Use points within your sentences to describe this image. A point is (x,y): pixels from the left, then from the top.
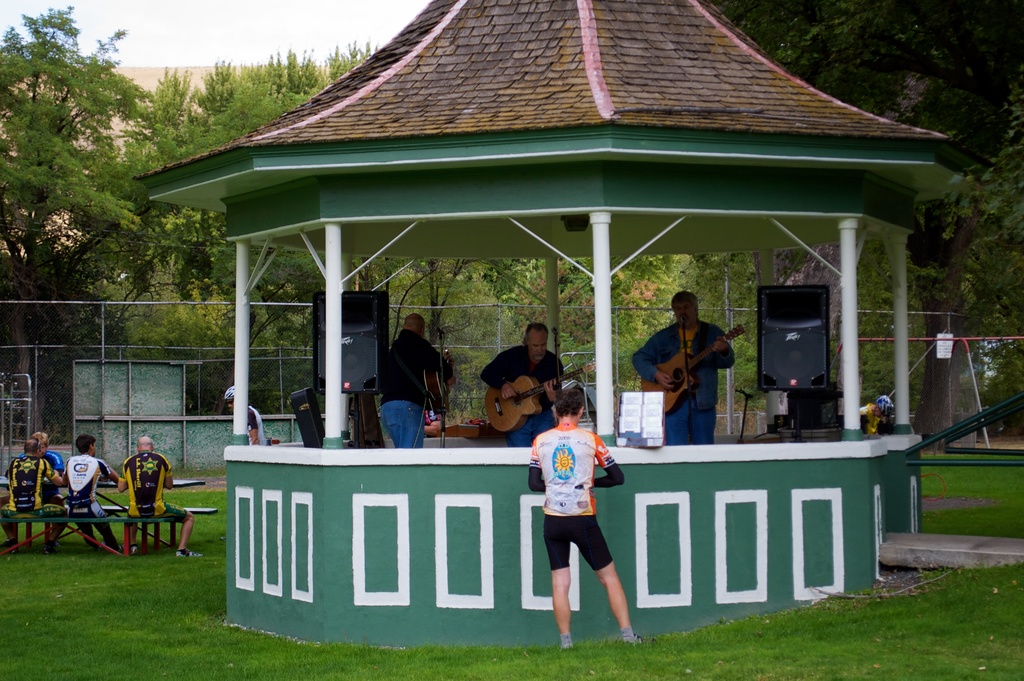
In this image there are group of persons (532,365) who are in the hut (598,369) playing musical instruments (581,371) and at the foreground of the image (619,594) there is a person (580,546) standing and at the left side of the image (134,457) there are persons (96,469) sitting and at the background of the image (747,349) there are trees (926,82).
